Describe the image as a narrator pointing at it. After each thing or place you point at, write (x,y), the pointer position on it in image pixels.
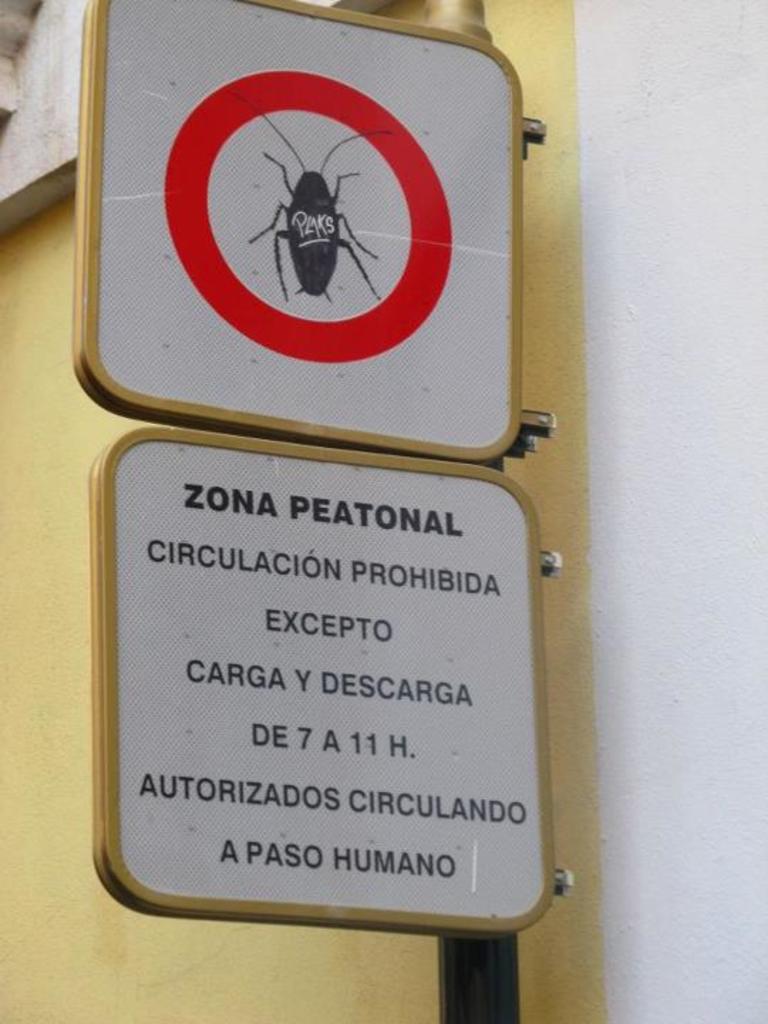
In the image in the center (318,583) we can see one pole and sign boards (421,836). In the background (46,458) there is a wall (576,369).
